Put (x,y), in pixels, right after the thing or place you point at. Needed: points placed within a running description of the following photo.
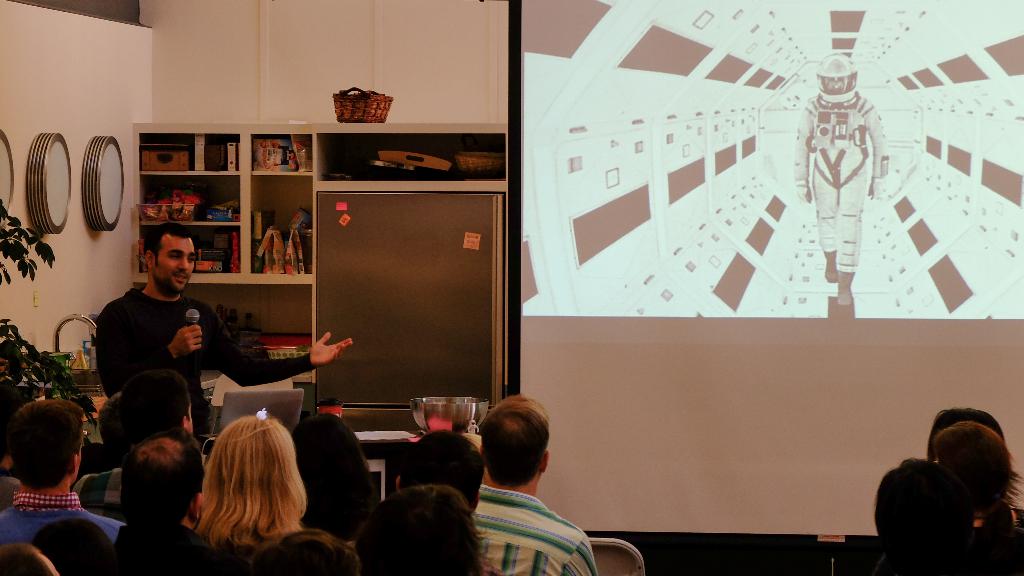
On the left side (153,405), there are persons (358,469) sitting and a person (136,291) in black color t-shirt (133,316), holding a mic (190,319) and speaking. On the right side (916,532), there are persons (942,482) sitting. In the background (973,157), there is a screen (591,80), there is a basket (386,105) on the cupboard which is having some objects (289,139) on the shelves (188,141), there are some objects (122,159) attached to the wall (94,280) and there is a plant (14,369).
